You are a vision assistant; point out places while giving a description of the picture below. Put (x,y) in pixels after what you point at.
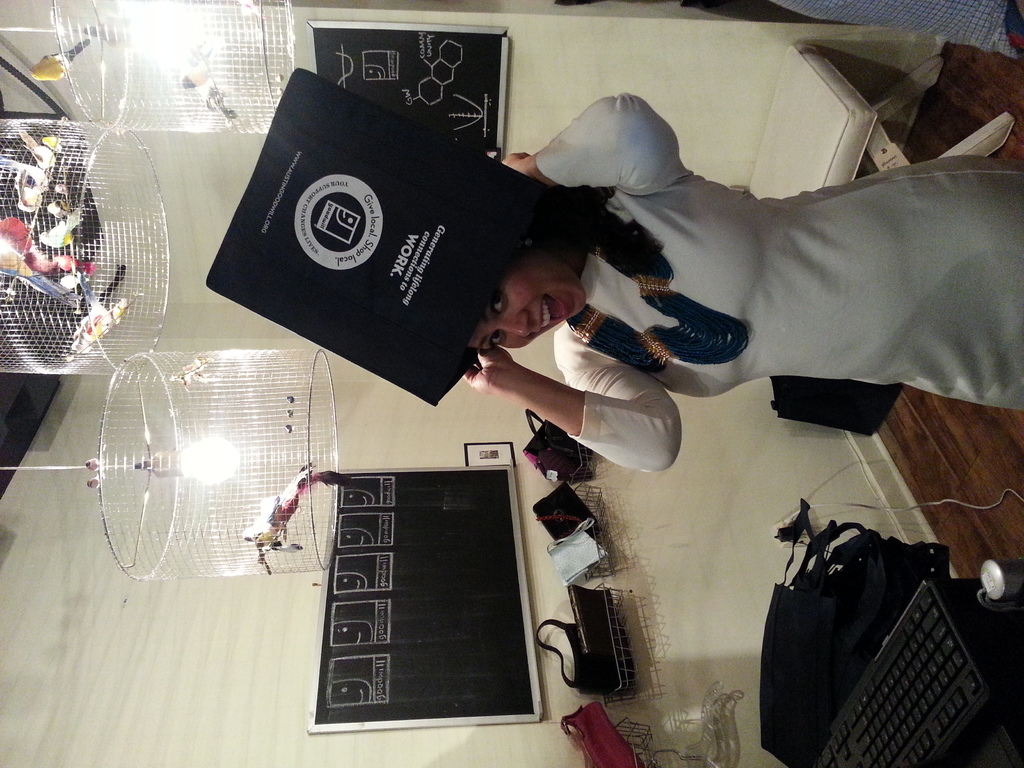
In this picture I can observe a woman (732,317) wearing white color dress (749,332). She is holding a black color file (335,267) on her head (558,260). I can observe some lights (153,414) hanged to the ceiling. There are two black boards (455,562) fixed to the wall (146,664). On the right side (920,697) there is a keyboard (865,695) placed on the desk (1022,730). In the background (181,215) there is a wall (608,75).
